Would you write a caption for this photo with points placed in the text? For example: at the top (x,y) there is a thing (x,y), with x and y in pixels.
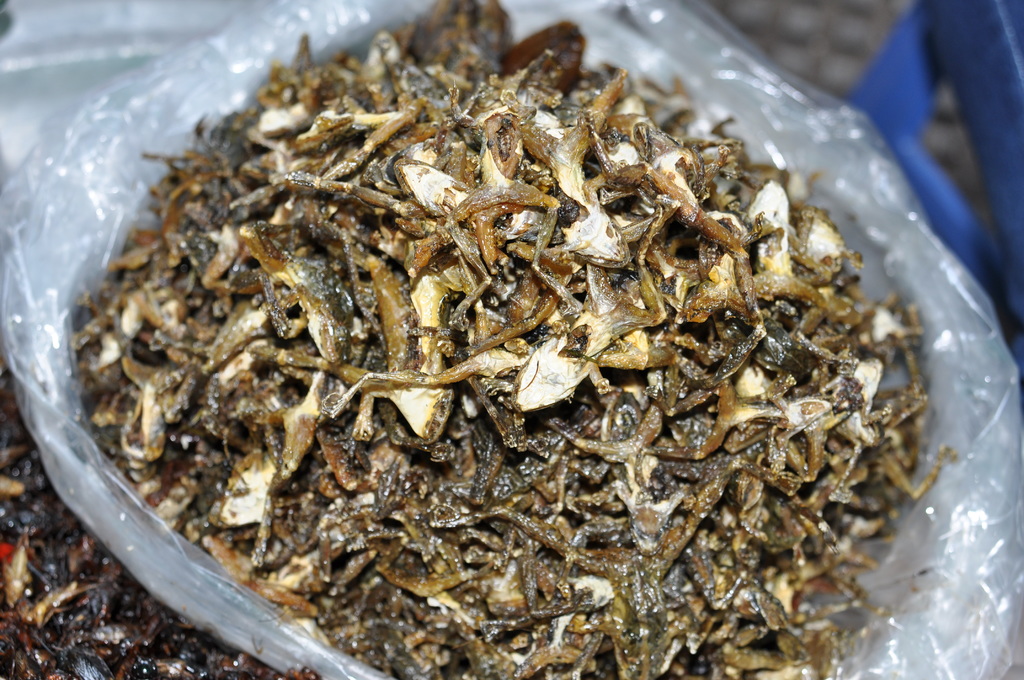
In this image I can see dried frogs (423,328) in a cover (990,439). This image is taken may be during a day.
